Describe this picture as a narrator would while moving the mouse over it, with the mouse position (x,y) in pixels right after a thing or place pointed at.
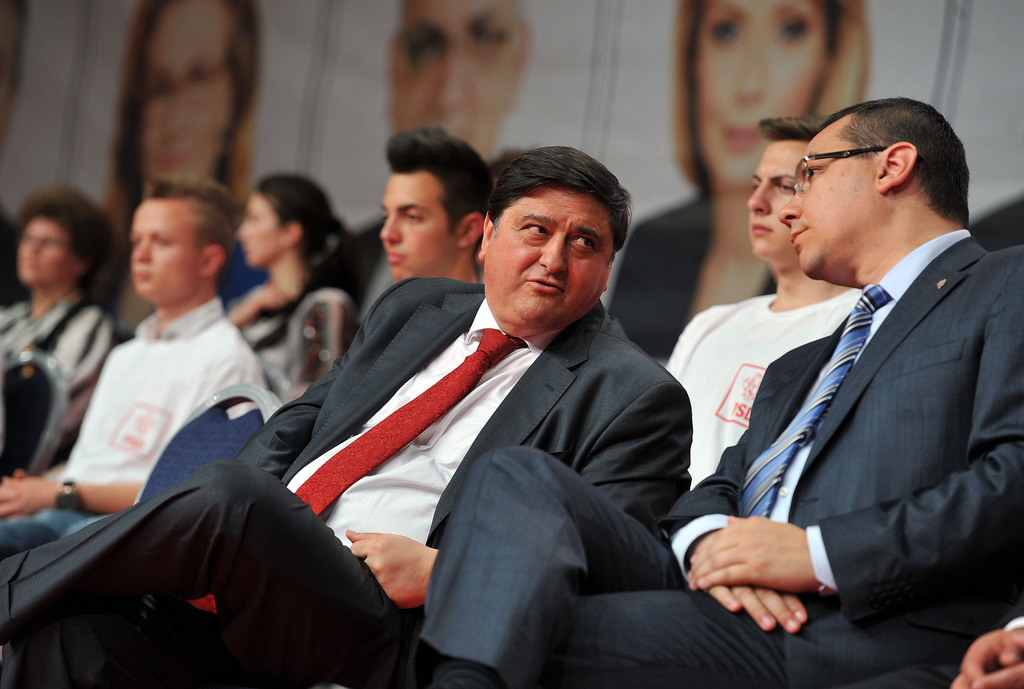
In the image there are a group of people (466,482) and in the foreground (657,413) there are two men (779,393), one of them is talking something and the background of the people (698,415) is blur.
